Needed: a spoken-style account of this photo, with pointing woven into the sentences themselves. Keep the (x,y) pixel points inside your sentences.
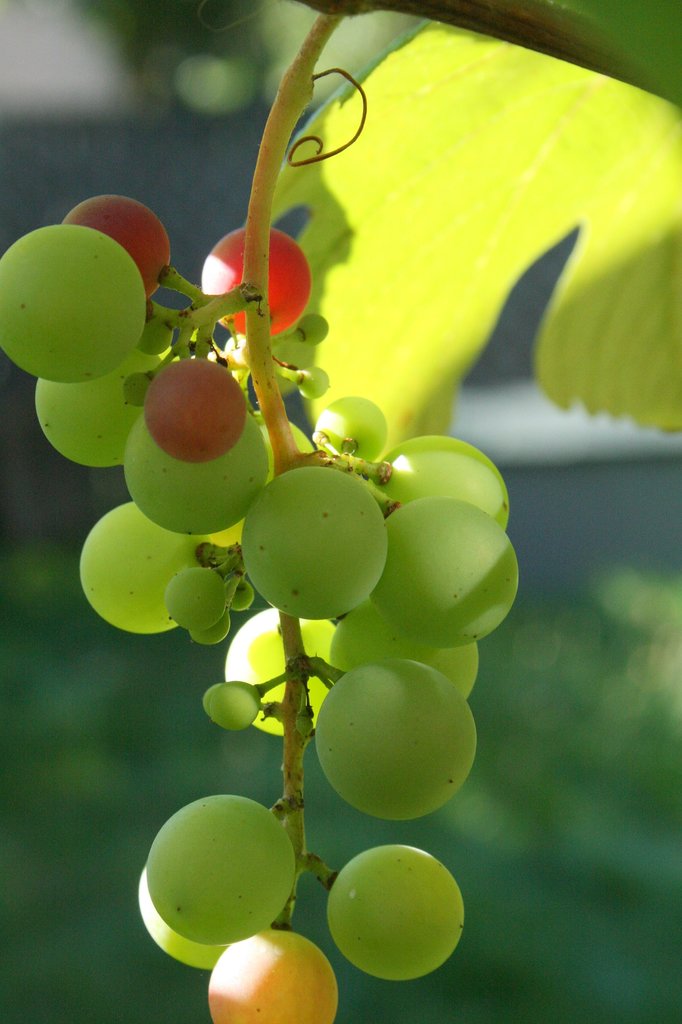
In this image we can see a group of fruits (363,639). Behind the fruits (235,504) we can see a leaf (316,364). The background of the image (335,822) is blurred.
